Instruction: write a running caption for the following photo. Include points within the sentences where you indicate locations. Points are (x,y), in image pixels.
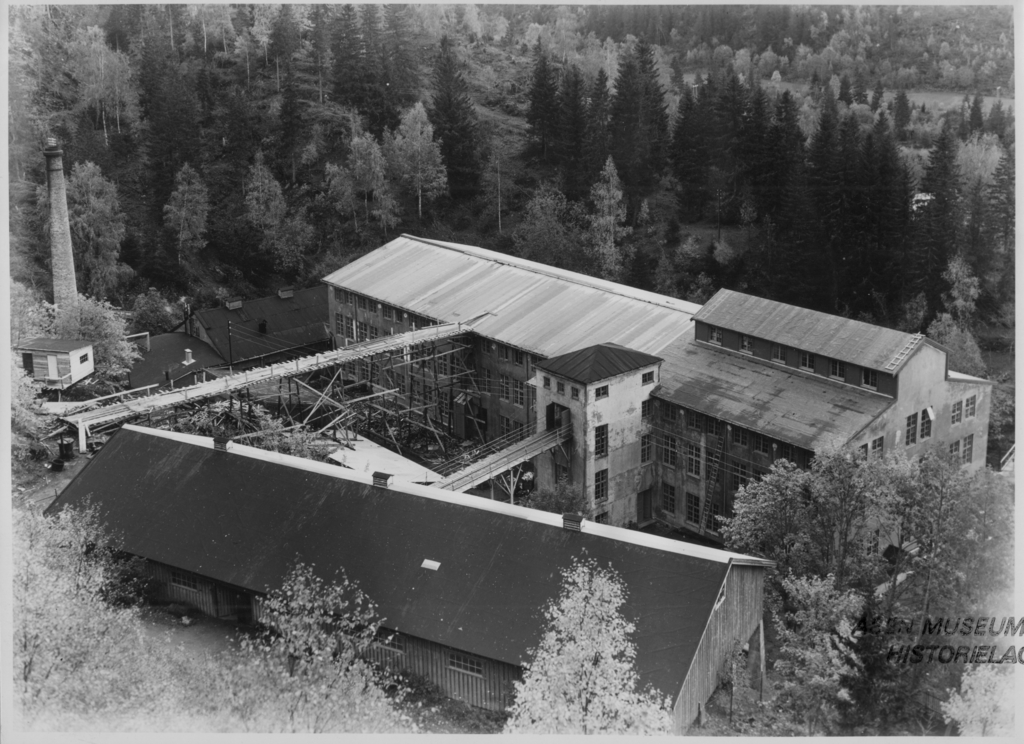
This is a black and white image, in this image there are trees (747,125) and a factory (424,277), in the bottom right (895,622) there is text (926,618).
